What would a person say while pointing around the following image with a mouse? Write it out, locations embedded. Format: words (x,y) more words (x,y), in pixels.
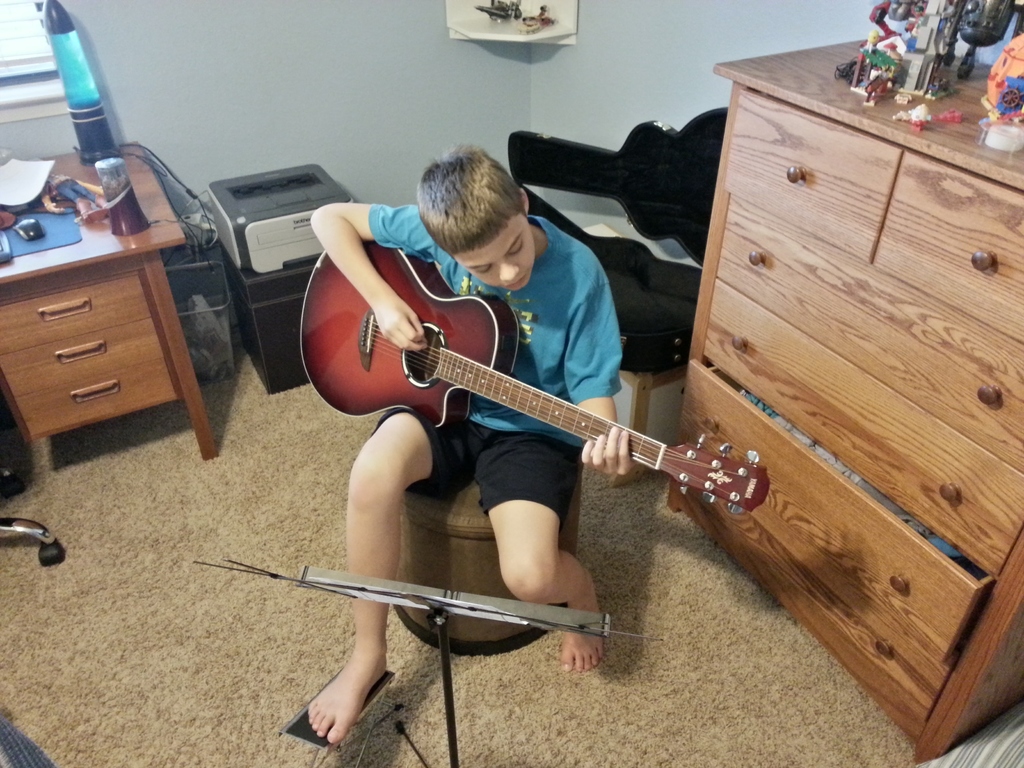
In the image we can see there is a person (521,501) who is sitting and holding guitar (398,371) in his hand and on the table (73,166) there is mouse (32,227), paper (26,171), toy (72,190) and table lamp (77,102).
